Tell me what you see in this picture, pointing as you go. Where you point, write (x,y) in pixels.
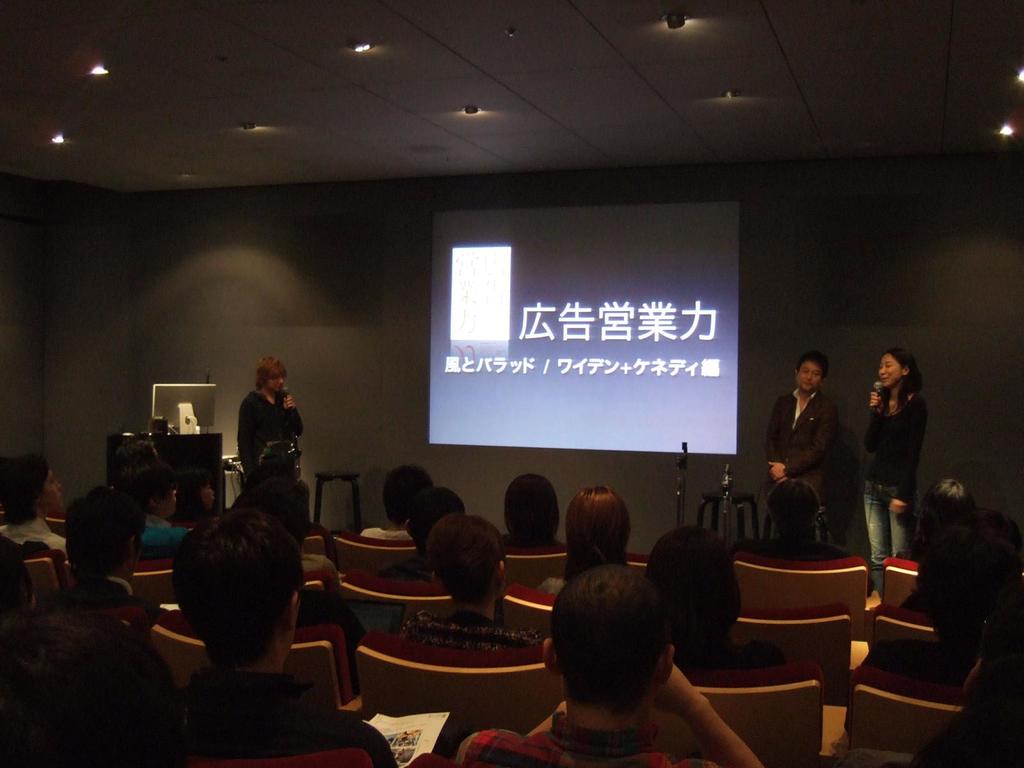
In this picture I can observe some people (455,560) sitting in the chairs (536,549). There are two members (816,482) standing on the right side (817,451). I can observe a person (259,448) on the left side (259,428). There is a screen (536,416) in the middle of the picture (536,355). On the left side (198,416) I can observe a computer (178,410) on the desk (187,454). In the background (312,359) there is a wall (807,280).
